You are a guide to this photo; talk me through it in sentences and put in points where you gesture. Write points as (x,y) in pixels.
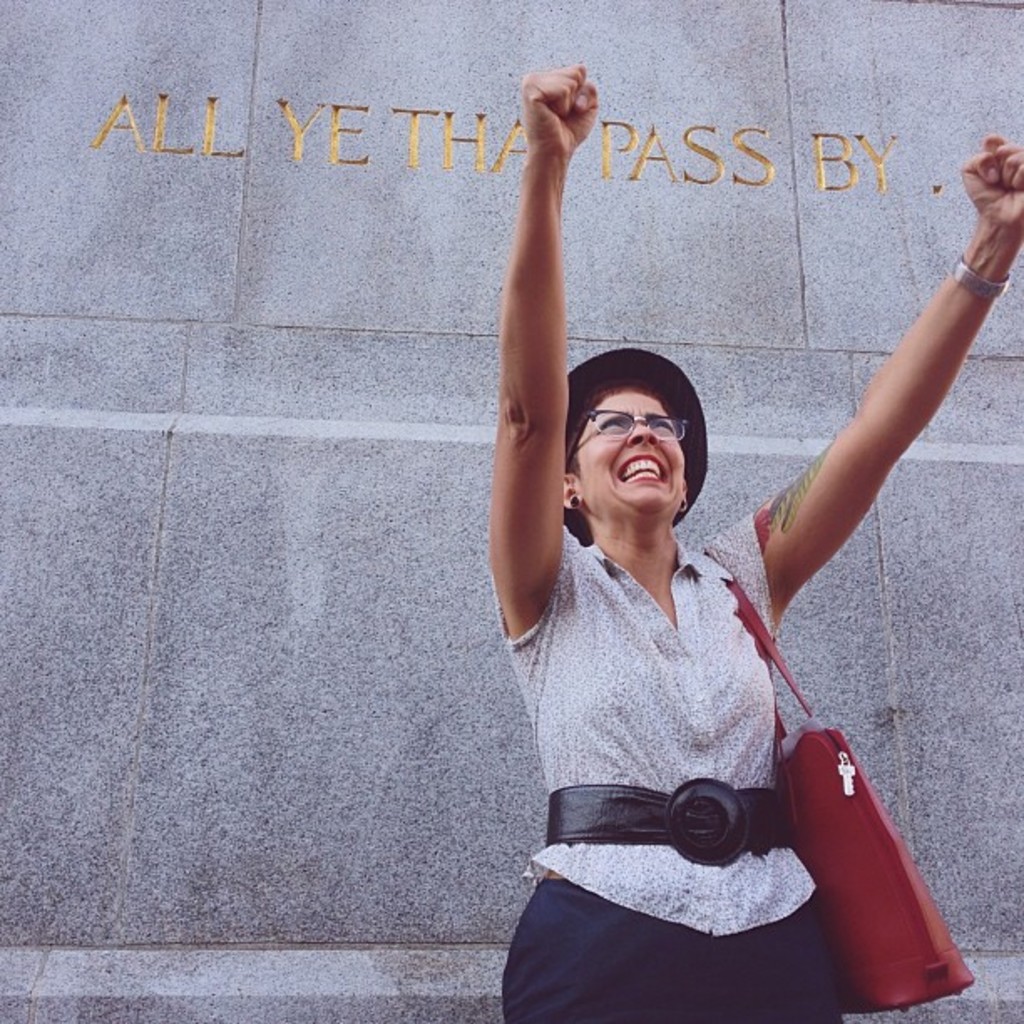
In this picture there is a woman (579,395) who is wearing hat (655,372), spectacle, watch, shirt (579,774), trouser (761,971) and bag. She is standing near to the wall (411,707). At the top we can see something is written on the wall (603,214).
